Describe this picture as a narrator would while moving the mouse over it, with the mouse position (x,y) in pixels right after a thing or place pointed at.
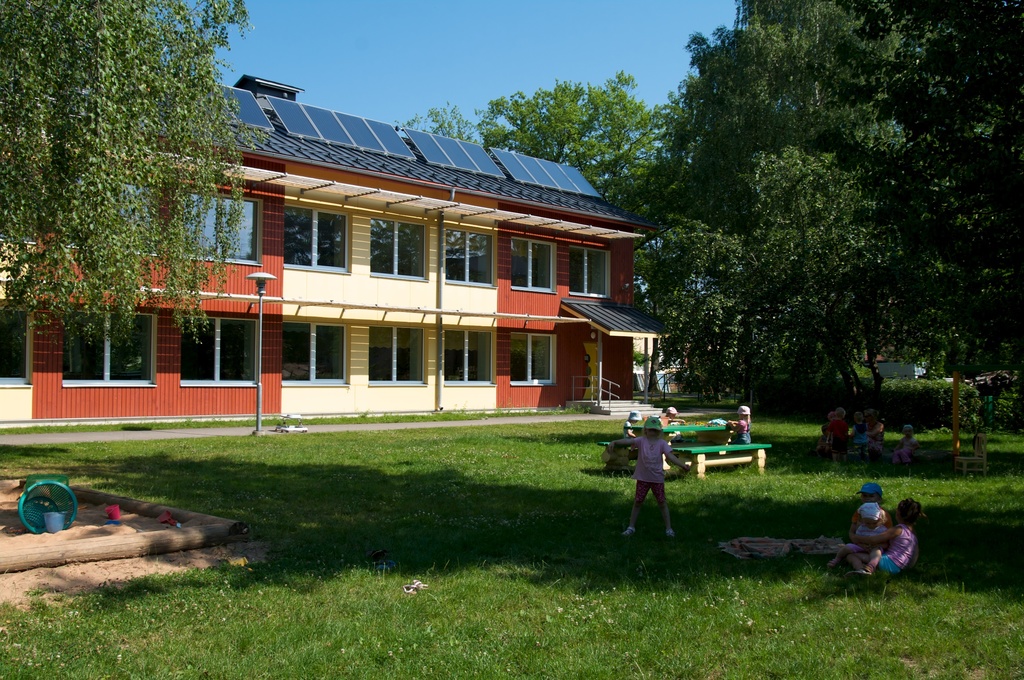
In this picture, there is a park (680,408) in front of the house (438,271). Both sides of the image, there are trees (675,355). In the middle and right side of the image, there are kids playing in the ground (920,496). In the left side of the image (25,508), there is a bucket (55,522) and jug (52,525) kept. In the middle of the image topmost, there is a sky (290,10) blue in color.
